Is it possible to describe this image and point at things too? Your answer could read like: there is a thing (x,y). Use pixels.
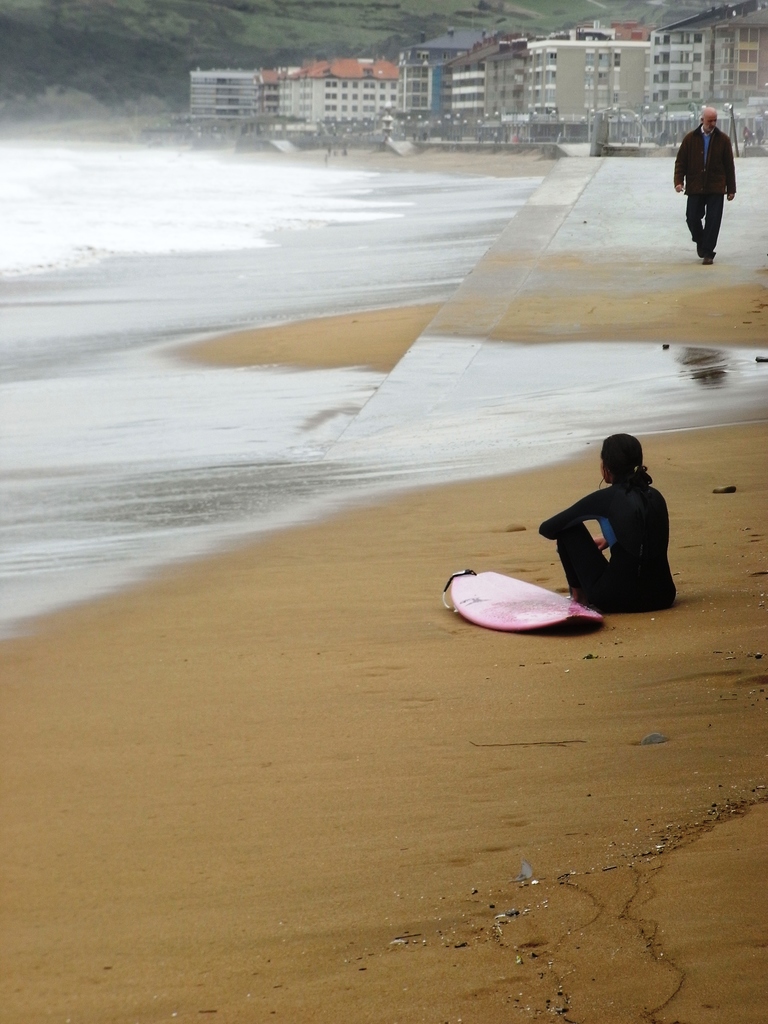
In this image I can see two persons (704,261) on the beach (570,494). In the background (340,221) I can see water (282,198), fence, buildings (319,61), trees (175,71) and mountains (641,11). This image is taken near the sandy beach (388,669).
